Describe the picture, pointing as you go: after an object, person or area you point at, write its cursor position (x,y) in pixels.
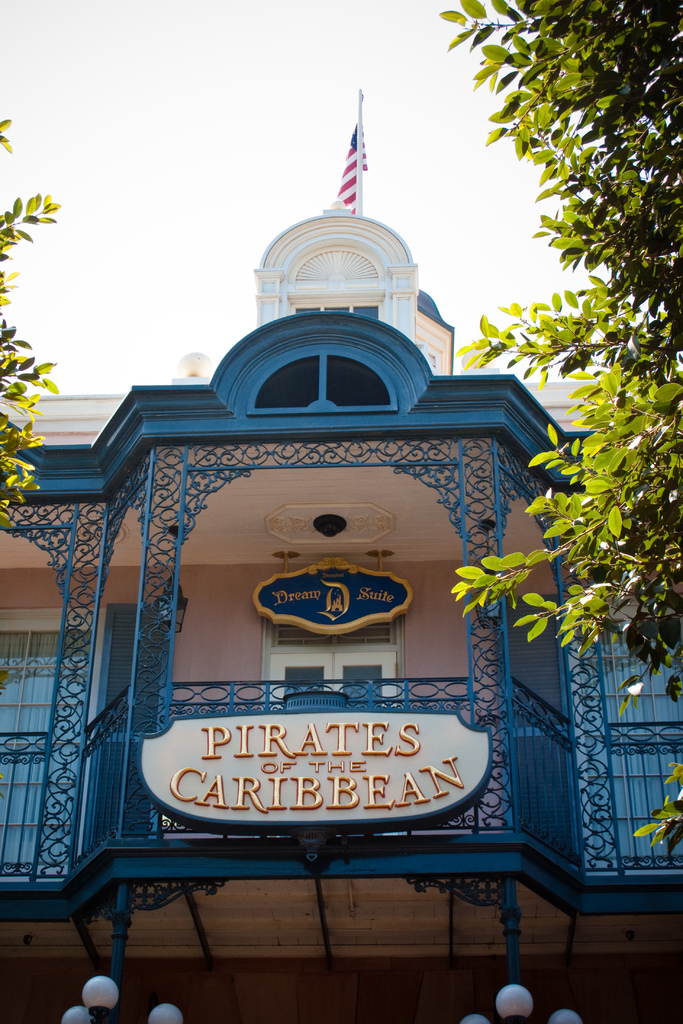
This image is taken outdoors. At the top of the image (130,139) there is the sky (433,179). On the left (27,404) and right sides of the image there are two trees (601,449) with green leaves (601,449). In the middle (430,443) the image there is a building (224,902) with walls (319,979), windows (46,641), a door (319,668) and a roof (549,381). There is a balcony (159,719) and there are a few railings (92,767). There is a board (296,774) with a text (212,744) on it and there is a flag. At the bottom of the image (164,1016) there are two street lights (519,1006).
